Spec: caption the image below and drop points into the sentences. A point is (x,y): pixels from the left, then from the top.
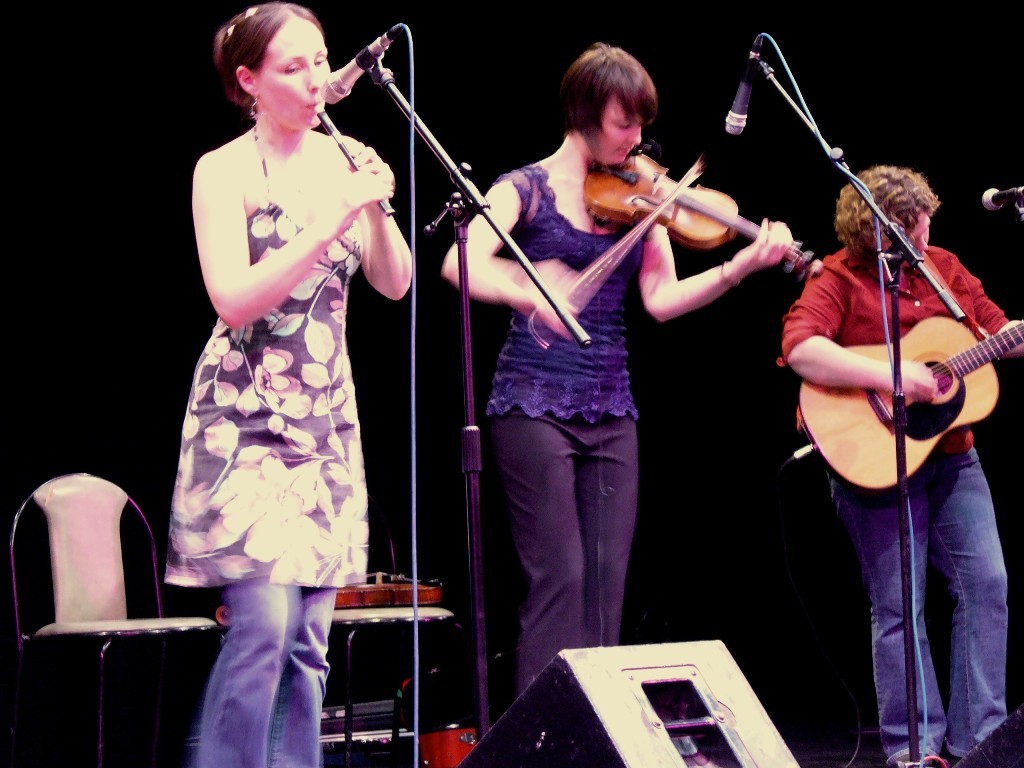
In this picture we can see three people (345,372), here we can see mics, musical instruments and some objects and in the background (652,404) we can see it is dark.
